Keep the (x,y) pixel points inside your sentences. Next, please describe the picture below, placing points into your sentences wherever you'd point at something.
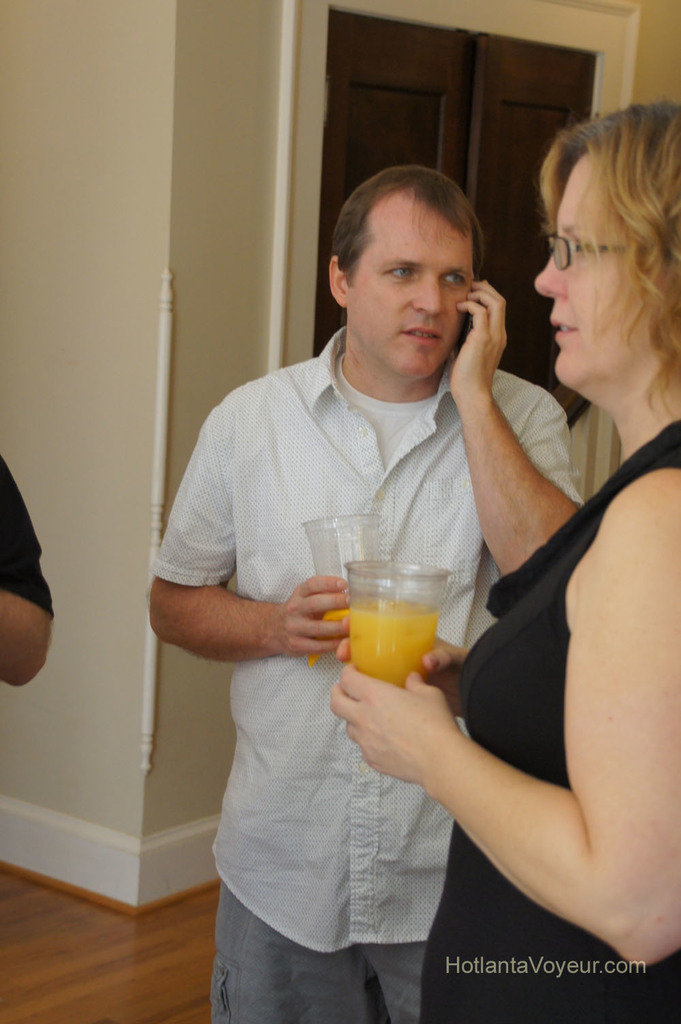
This picture is clicked inside. On the right (632,395) there is a woman (606,317) wearing black color dress (524,701), holding a glass of juice (392,625) and standing on the ground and there is a man (325,473) wearing a white color shirt (335,487), holding a glass of juice (331,562), standing on the ground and seems to be talking on the mobile phone (470,316). On the left corner (12,626) there is a person (25,521). In the background (122,87) there is a wooden door (357,97) and the wall (216,209). At the bottom right corner (558,965) there is a text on the image.
